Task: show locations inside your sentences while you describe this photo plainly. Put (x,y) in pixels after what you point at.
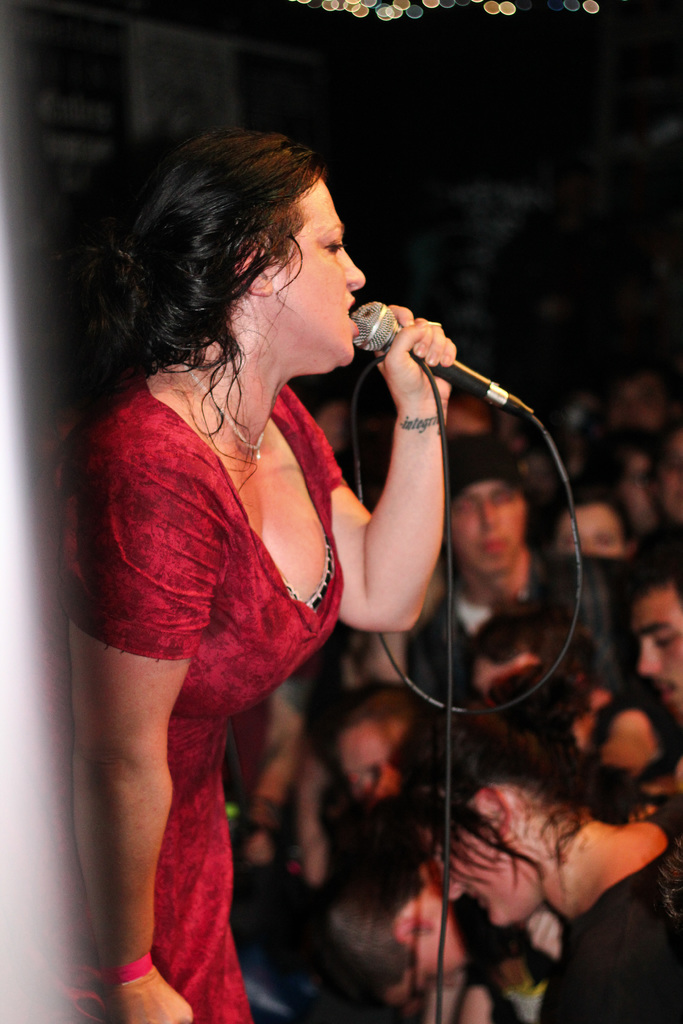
In this image, There is a woman (347,592) standing and she is holding a microphone (509,397) which is in black color and she is singing in microphone (471,367), In the background (568,727) there are some people (544,654) standing.
